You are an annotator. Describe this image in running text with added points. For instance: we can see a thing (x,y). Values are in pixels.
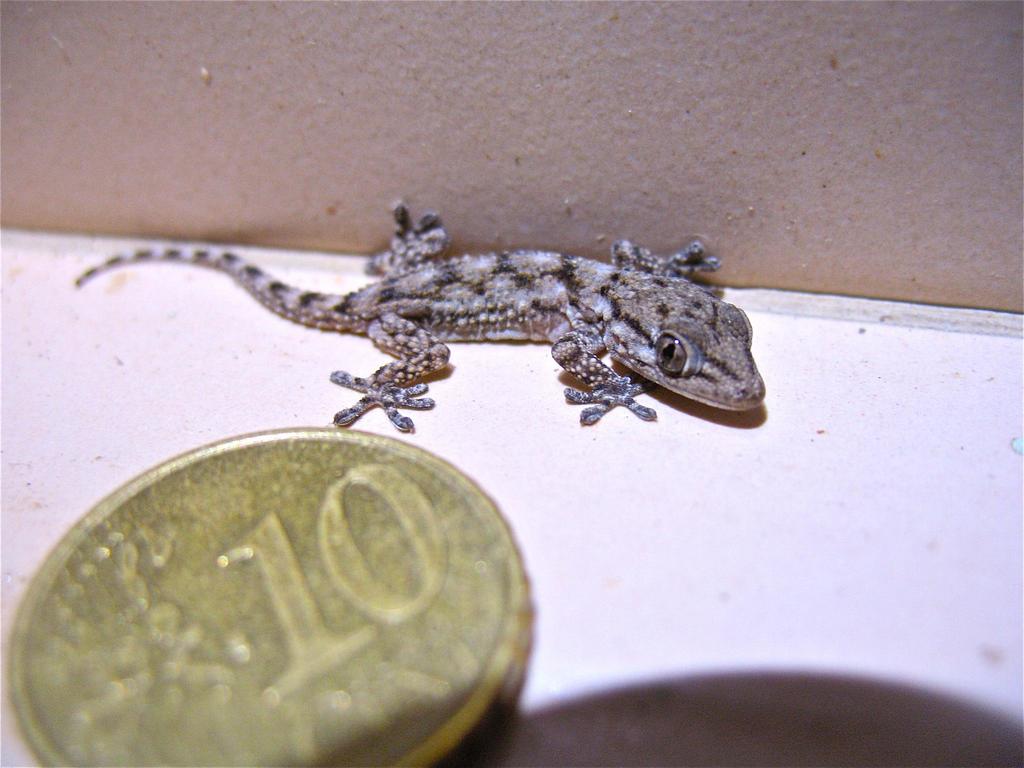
In the picture we can see a lizard (395,263) on the white color surface (862,413) and near it, we can see a coin (246,762) representing a number ten (335,656) on it.
